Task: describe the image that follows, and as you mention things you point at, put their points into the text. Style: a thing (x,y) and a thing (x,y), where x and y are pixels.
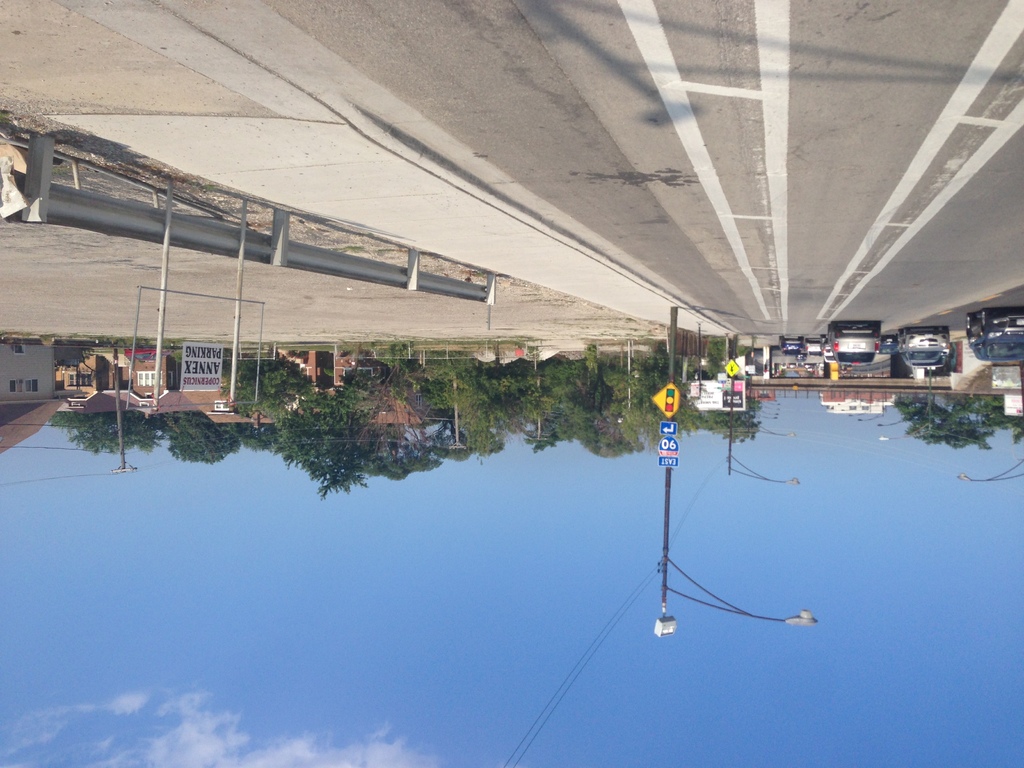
In this picture we can see the buildings (412,398), trees (447,386), boards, poles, lights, wires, vehicles (866,334). At the top of the image (481,110) we can see the road (697,126). On the left side of the image (311,256) we can see the railing (42,140). At the bottom of the image (552,660) we can see the wires (505,767) and clouds (306,761) are present in the sky (540,678).
